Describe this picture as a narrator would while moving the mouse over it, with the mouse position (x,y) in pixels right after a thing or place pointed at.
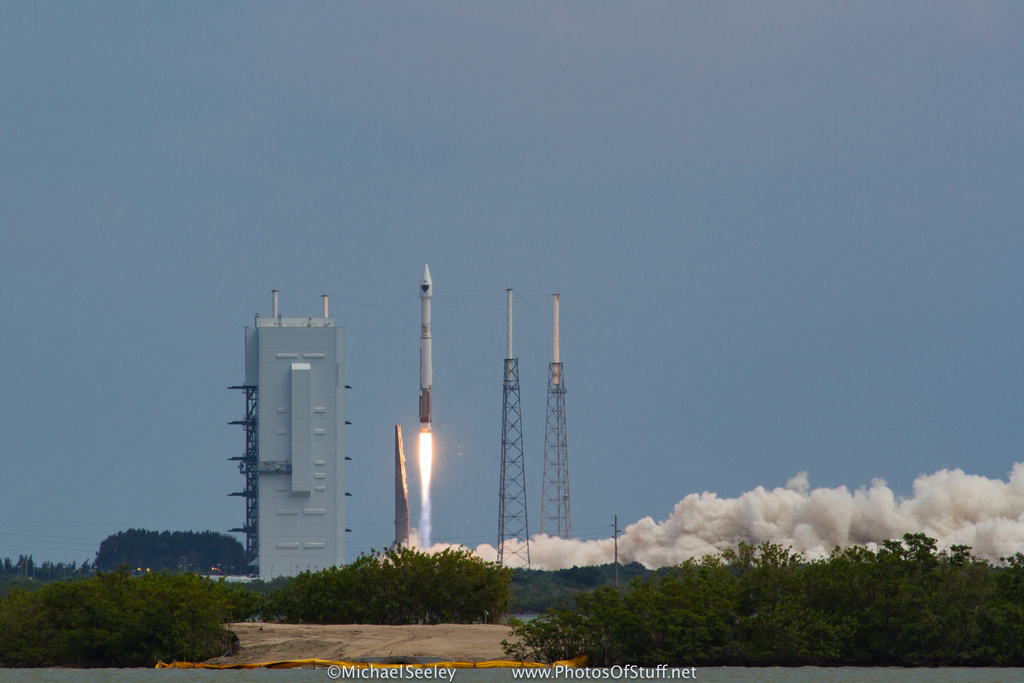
In this picture we can see a rocket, building (319,370), towers (559,480), trees (71,652), smoke (671,540) and in the background (658,231) we can see the sky (512,118).
